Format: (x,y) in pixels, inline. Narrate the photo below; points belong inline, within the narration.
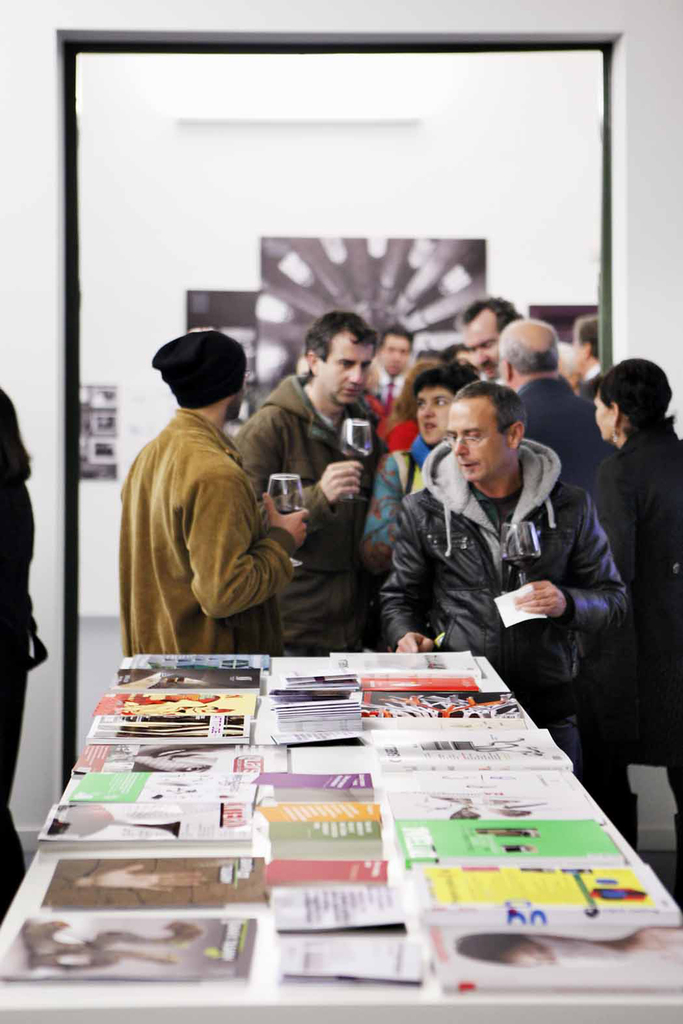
In this picture there is a table (538,997) in the center of the image (280,674), which contains books (277,695) on it and there are people (424,625) those who are standing in the center of the image (433,347), there are portraits (343,261) on the wall (454,173) in the center of the image (270,353).
